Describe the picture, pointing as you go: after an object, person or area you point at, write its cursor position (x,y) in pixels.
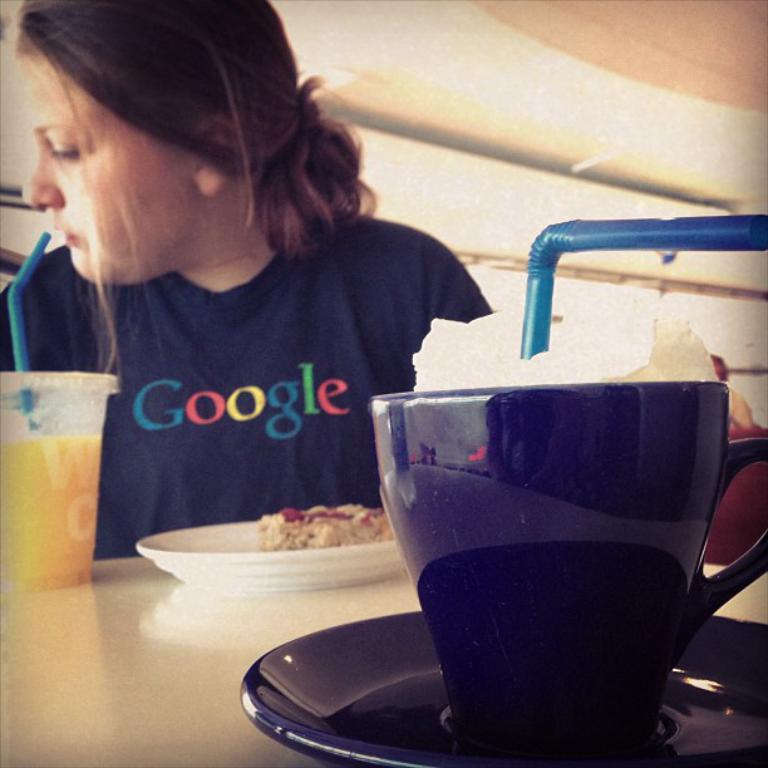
In this picture there is a woman (204,300) sitting behind the table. There are cups (529,445) and there is a plate (210,540), saucer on the table (127,665) and there is a food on the plate (252,542). At the back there is a person (745,413). At the top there are lights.
